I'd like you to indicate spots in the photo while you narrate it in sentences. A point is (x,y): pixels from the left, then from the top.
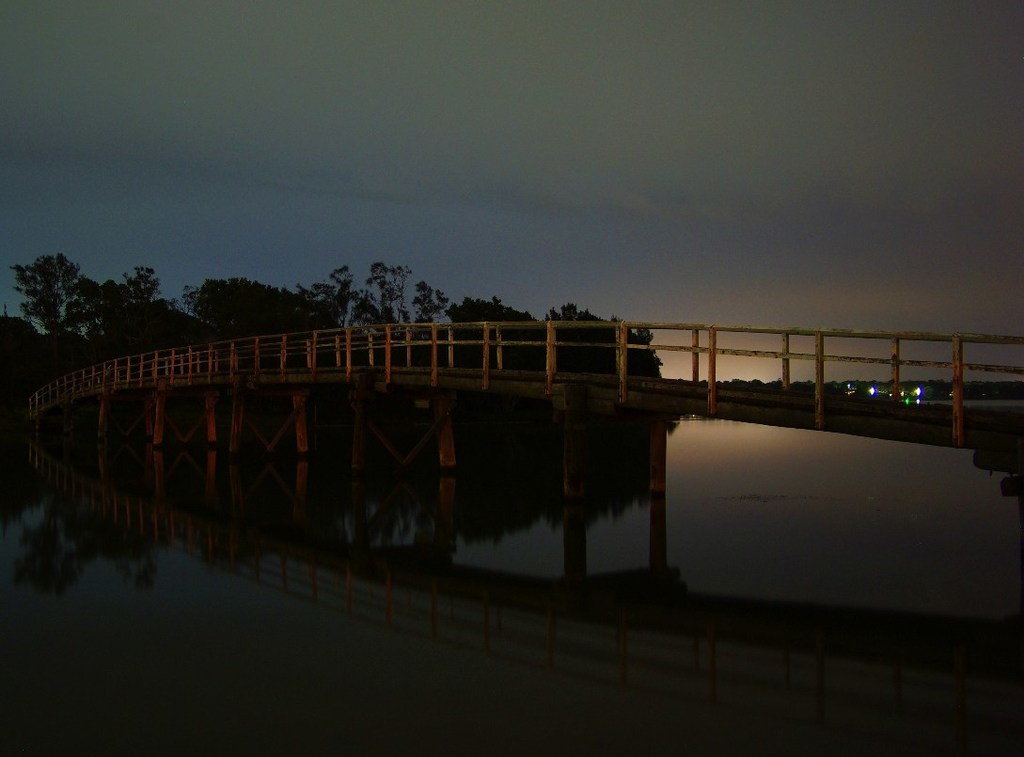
In the foreground of this image (393,655), there is water (377,558). In the middle (485,374), there is a bridge (313,385). In the background (213,334), there are trees (978,391), few lights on the right (908,394) and sky (323,205) and the cloud (295,96) on the top (273,109).
